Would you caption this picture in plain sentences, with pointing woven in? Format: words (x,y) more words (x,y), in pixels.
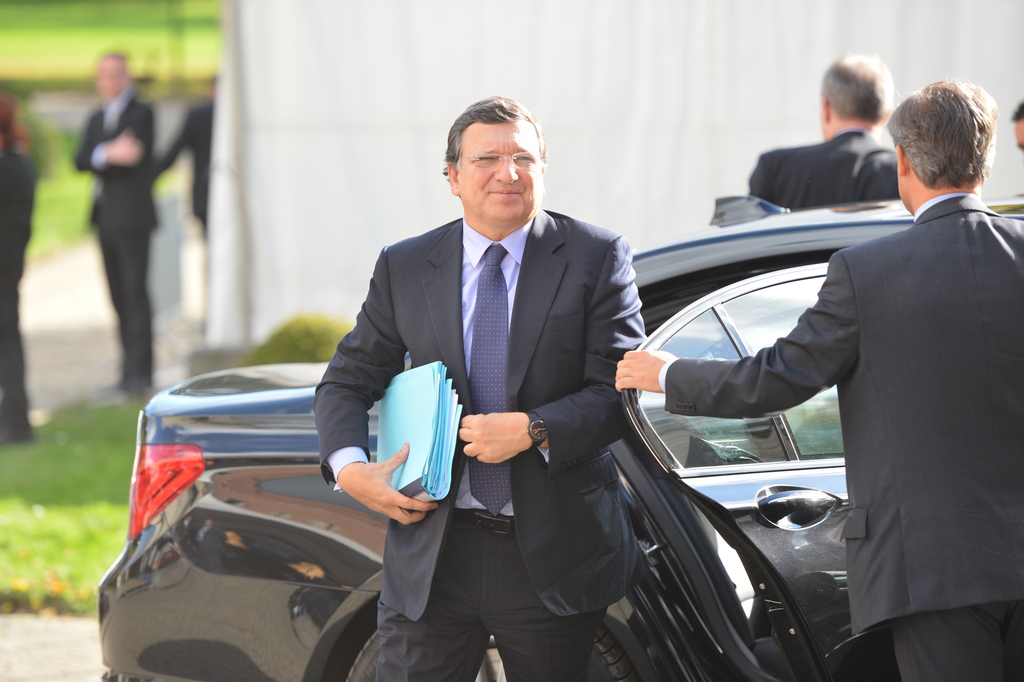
In this image there is a black color car (651,288). There are two persons (908,468) in the foreground of the image (553,508) wearing suit (511,556). In the background of the image (14,199) there are people (26,174) standing. There is a white color cloth (283,157). There is grass (57,489). At the bottom of the image (36,653) there is road (36,653).
